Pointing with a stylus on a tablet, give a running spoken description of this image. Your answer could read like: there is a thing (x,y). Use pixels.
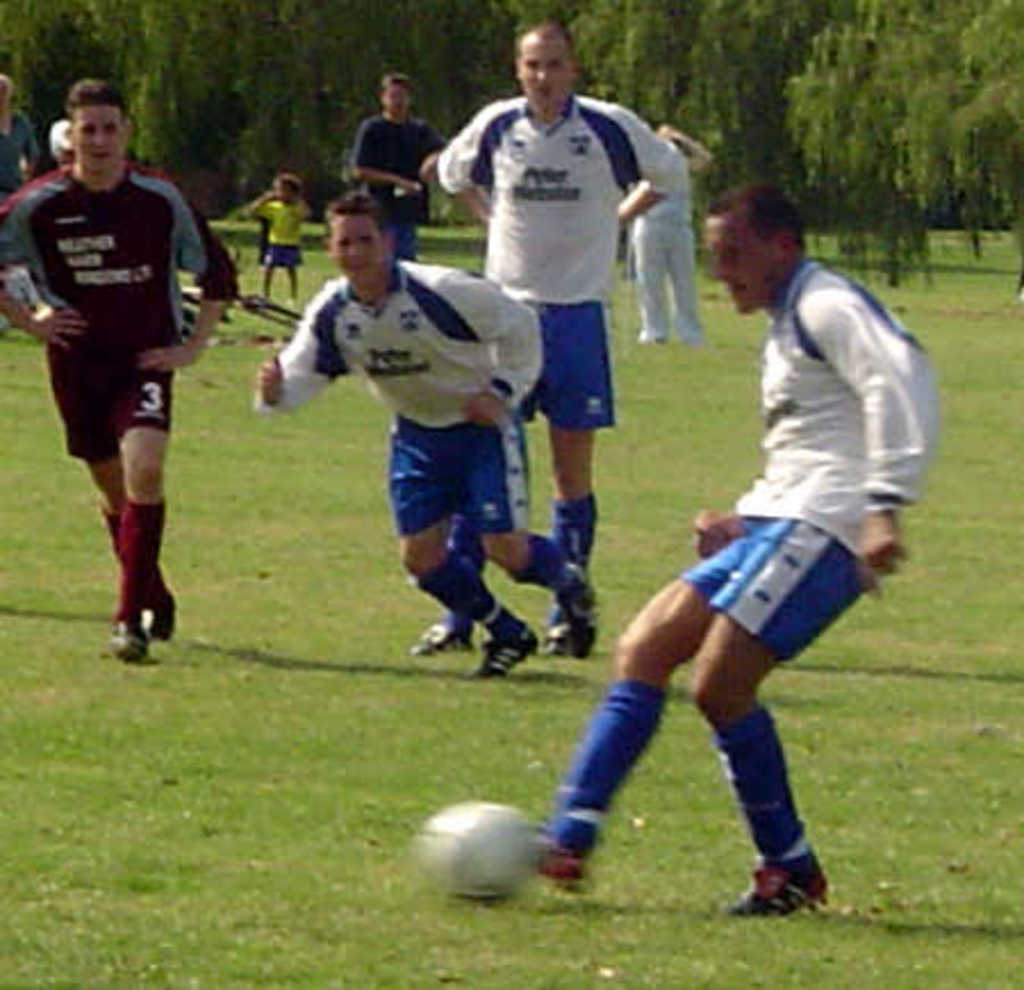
This picture is clicked in a garden (279,757). There are few people (586,337) playing football. The man (833,445) to the right corner (771,528) is kicking the ball (468,854). In the background (620,41) there are trees (601,48) and few people (286,190) standing. To the below there is grass (130,925).
